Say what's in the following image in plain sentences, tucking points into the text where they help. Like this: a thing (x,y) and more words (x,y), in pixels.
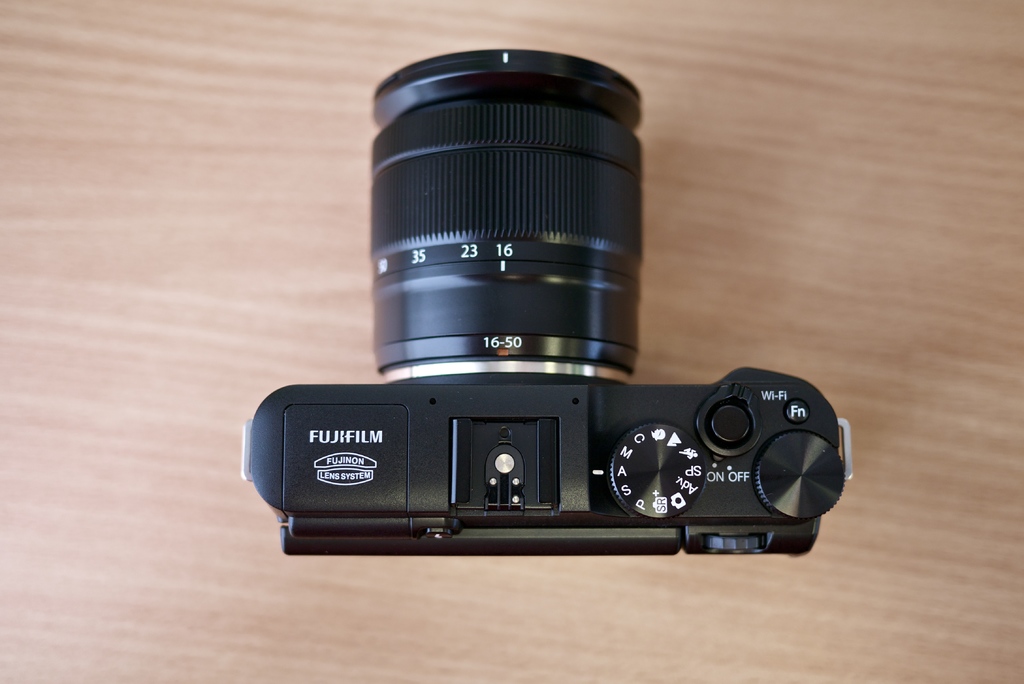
This image is clicked from a top view. There is a camera (528,322) on the wooden surface (790,273). There are buttons (631,446) on the camera (483,284). There are numbers (415,261), alphabets (694,476) and text (335,460) on the camera (335,460).
